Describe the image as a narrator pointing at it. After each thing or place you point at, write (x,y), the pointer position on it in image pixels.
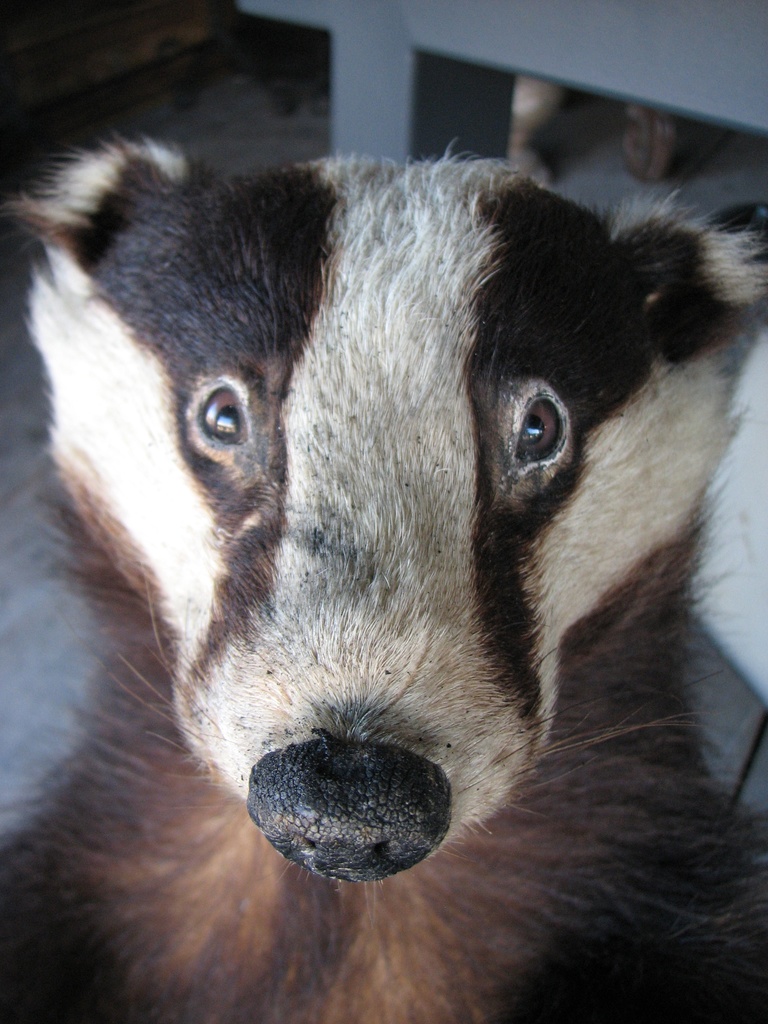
In this image I can see an animal (190,809) which is in brown and cream color. Background (367,88) I can see some object (624,74) in gray color.
